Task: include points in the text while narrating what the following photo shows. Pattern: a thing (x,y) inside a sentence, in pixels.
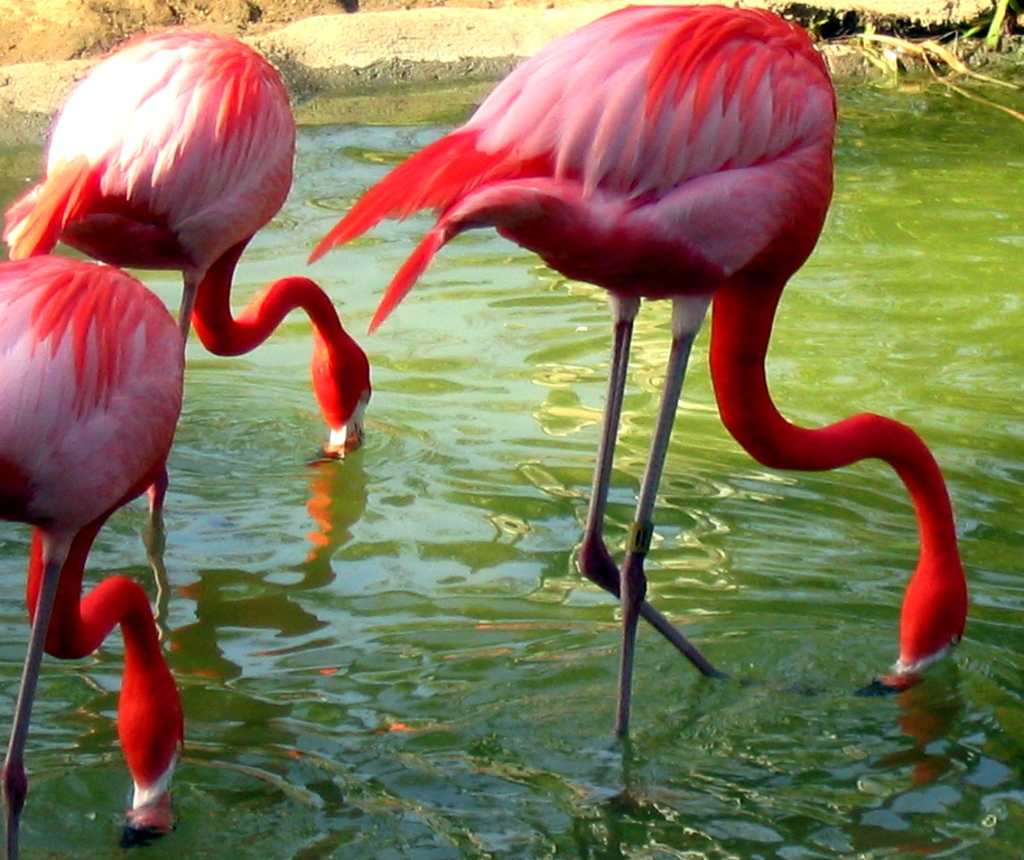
In this picture I can observe three red colored birds (686,175) in the water (435,514). They are looking like flamingos (525,240).
